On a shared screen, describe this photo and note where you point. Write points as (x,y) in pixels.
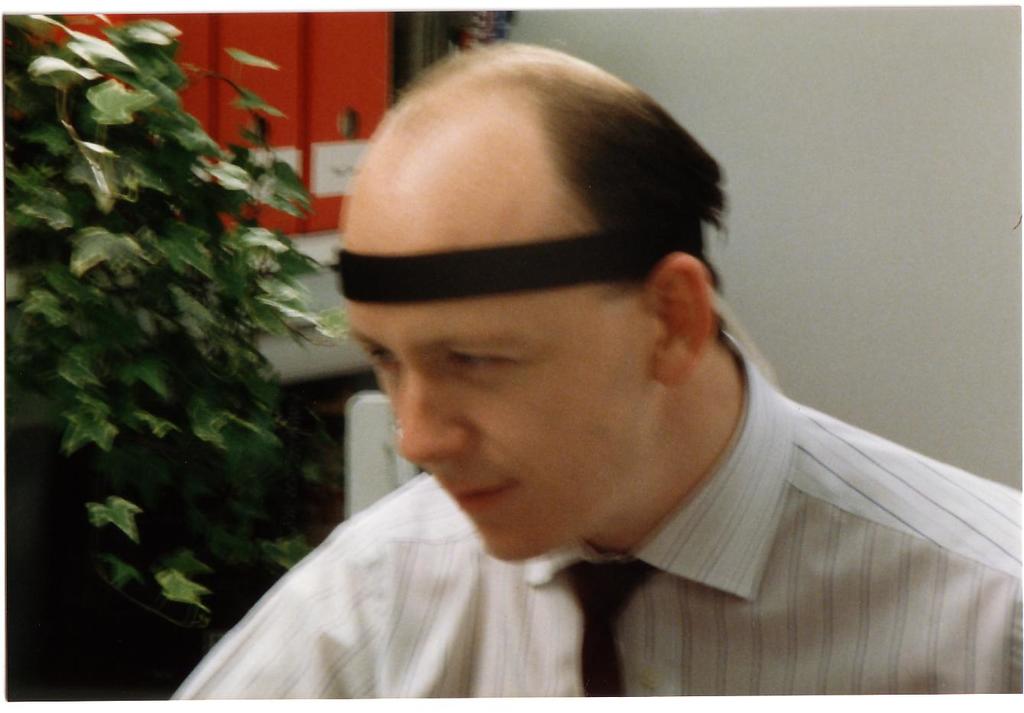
In this image there is a man (593,527), on the left side (121,467) there is a tree (127,395), in the background (735,15) there is a wall (908,230).
